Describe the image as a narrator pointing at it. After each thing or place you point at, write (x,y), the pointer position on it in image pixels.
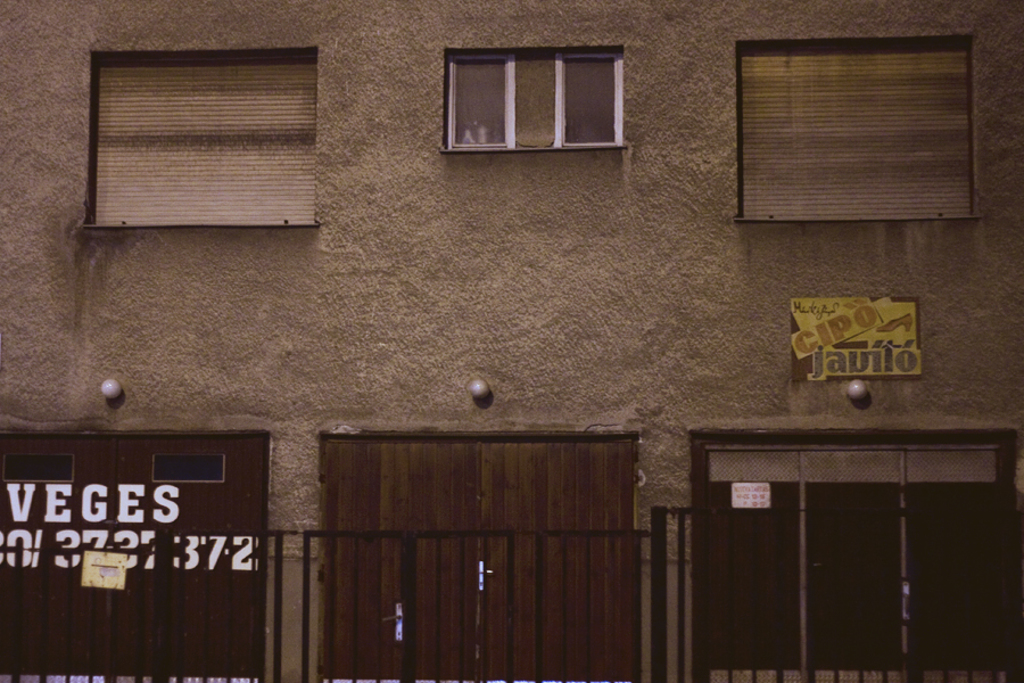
In this picture, we can see a wall (200,252). On the wall (594,158), we can see a window (514,98) and two curtains (847,140) on the right side (906,150) and left side (190,136), we can also see some doors (340,516) and papers (876,371) which are on the wall (899,425).
